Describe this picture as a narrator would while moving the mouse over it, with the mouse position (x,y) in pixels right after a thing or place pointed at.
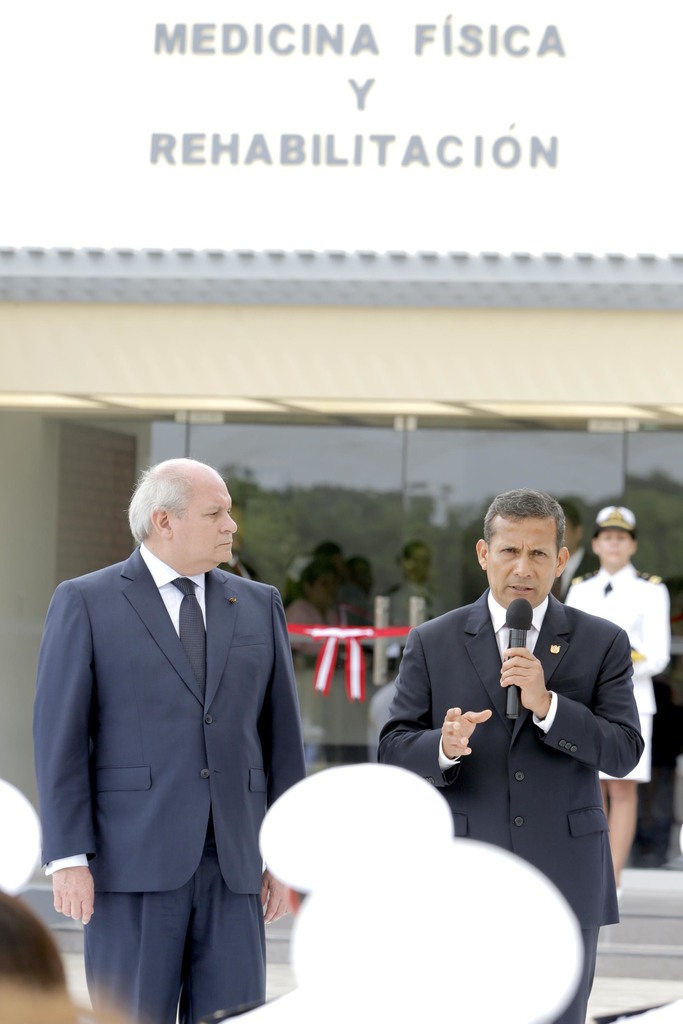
In this picture I can see 2 men (90,822) in front (242,711) who are wearing formal dress (239,692) and I see that they're standing. The man (435,737) on the right (542,667) is holding a mic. In the background (315,719) I can see a building (216,159) and I see something is written on it and I see few people (658,592).
